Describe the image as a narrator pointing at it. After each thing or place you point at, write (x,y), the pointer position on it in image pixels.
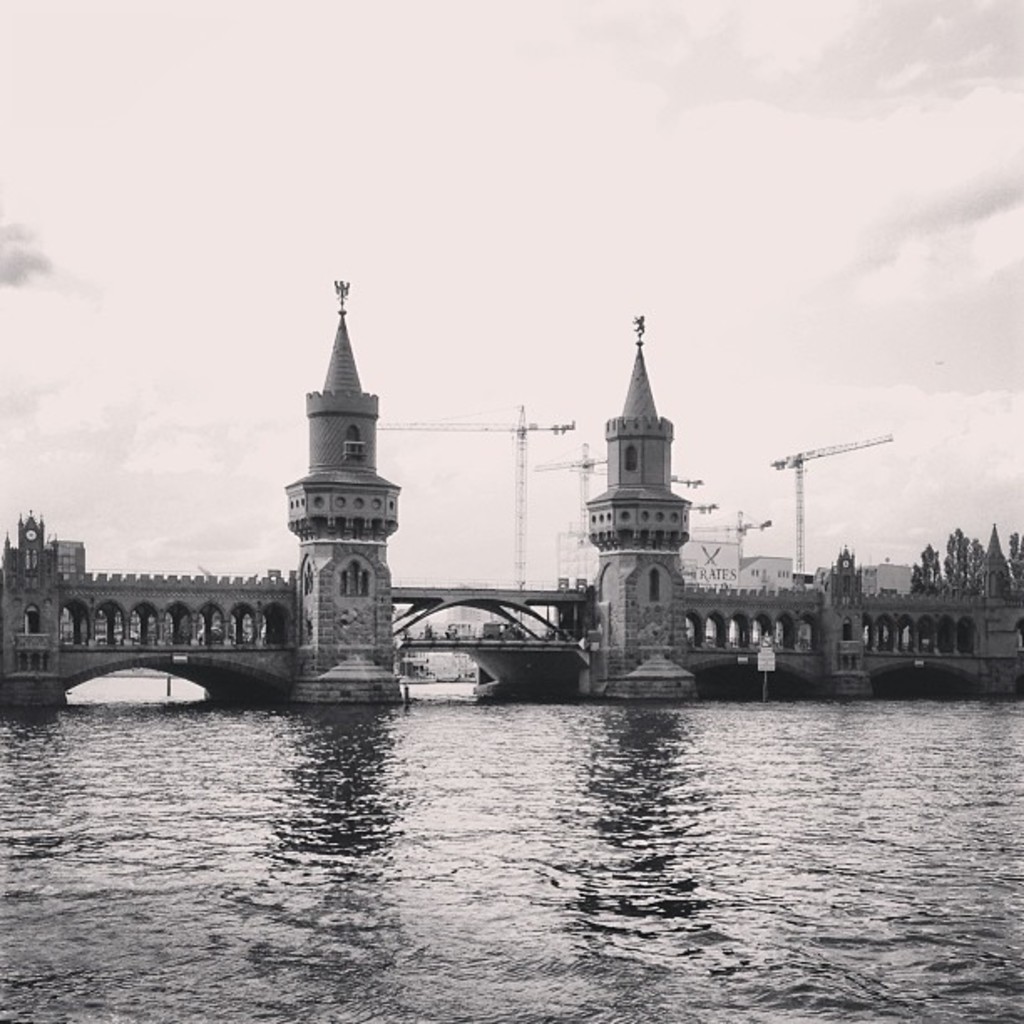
In this image, we can see a bridge (964,694) with walls (1021,662) and pillars (863,695). At the bottom (780,917), we can see the water (515,957). Here there are few trees (973,565), towers (329,438). Background (193,315) there is a cloudy sky (525,258).
